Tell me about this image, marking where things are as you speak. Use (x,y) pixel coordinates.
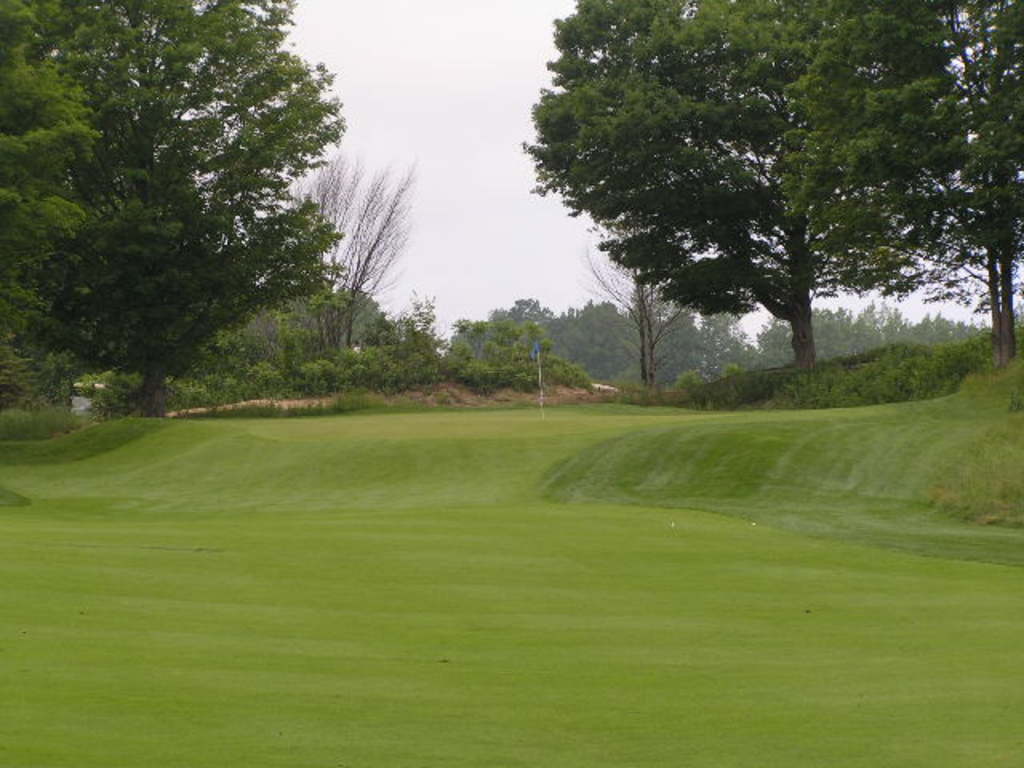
This image consists of grass (391,635), plants (564,375), trees (586,336), pole (540,388), and the sky (332,2). This image is taken may be in a park (304,580).
